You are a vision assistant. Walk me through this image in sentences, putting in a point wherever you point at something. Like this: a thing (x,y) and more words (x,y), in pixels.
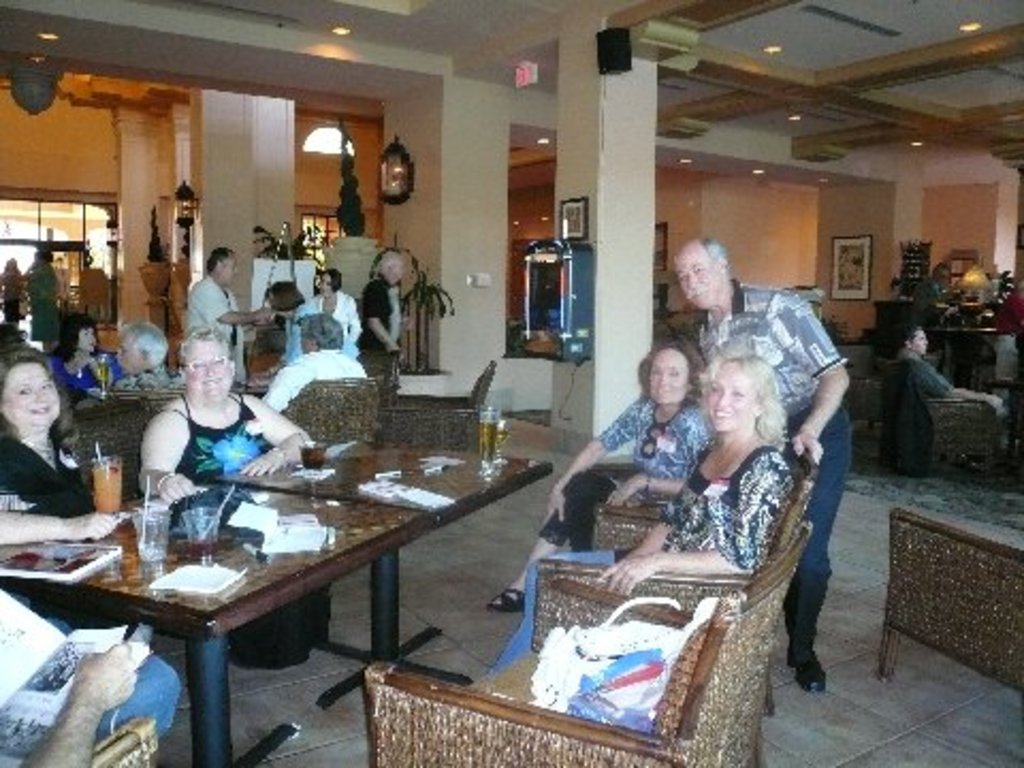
The image is taken in the room (668,276). In the center of the room (318,603) there is a table (394,550) and chairs (689,663). There are many people (756,549) sitting on the chairs (625,521). We can see glasses (164,541), drinks (169,506), napkins (237,575) which are placed on the table (301,558). In the background (317,209) there is a door (95,262), a wall (439,214) and a photo frames (835,242) which are attached to the wall (830,273).
